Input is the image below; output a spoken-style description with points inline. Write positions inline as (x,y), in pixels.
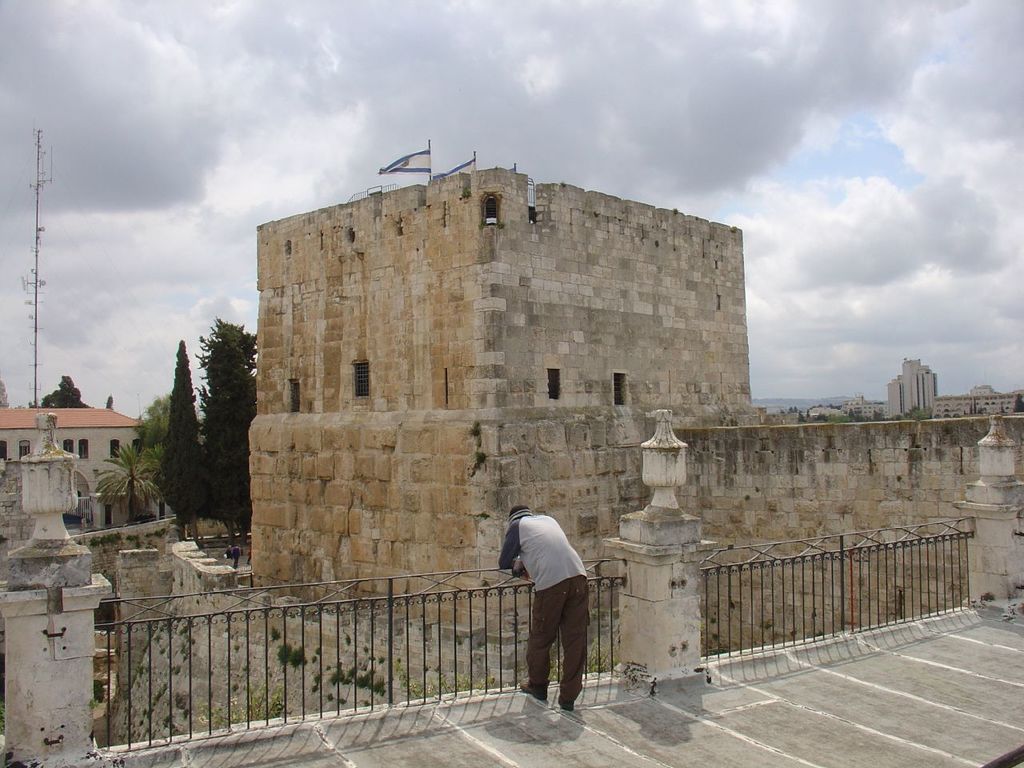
In this image I can see a man (505,535) and railings (530,586) in the front (545,594). In the background (742,474) I can see number of buildings (372,435), clouds (121,308) and the sky (102,302). I can also see two flags (399,164) in the centre of this image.
